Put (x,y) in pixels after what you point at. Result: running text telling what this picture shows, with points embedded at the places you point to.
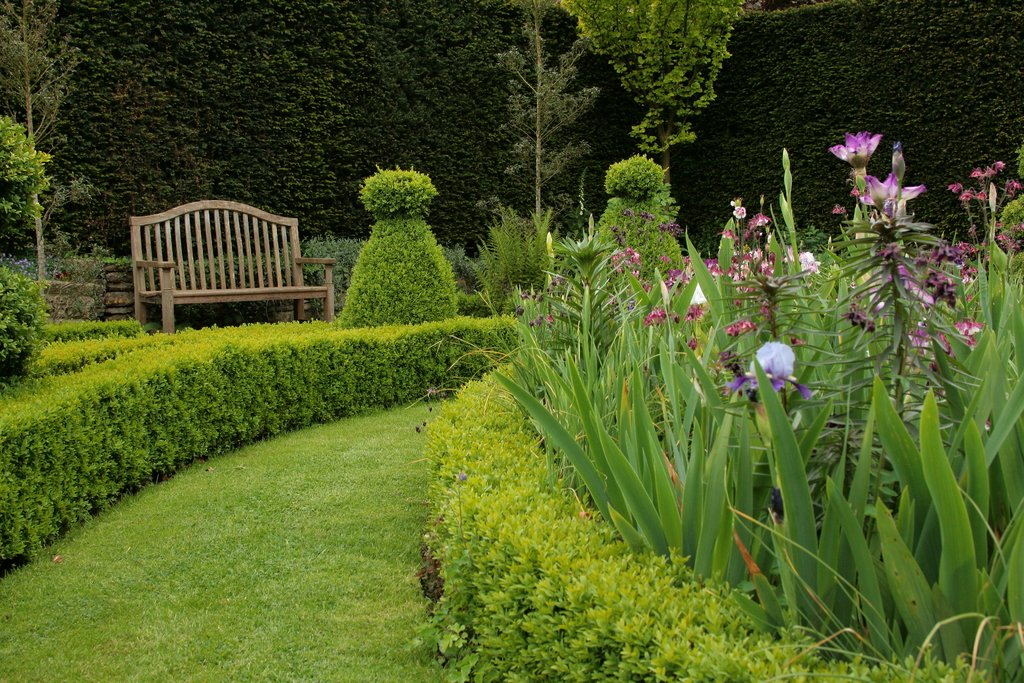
there is a garden (433,629) in which at the right (753,596) there are flower plants (761,368) and at the left (135,542) there is grass (148,546) and a wooden bench (237,253) at the back (229,218). at the back (227,132) there is something like a grass wall (75,207).
